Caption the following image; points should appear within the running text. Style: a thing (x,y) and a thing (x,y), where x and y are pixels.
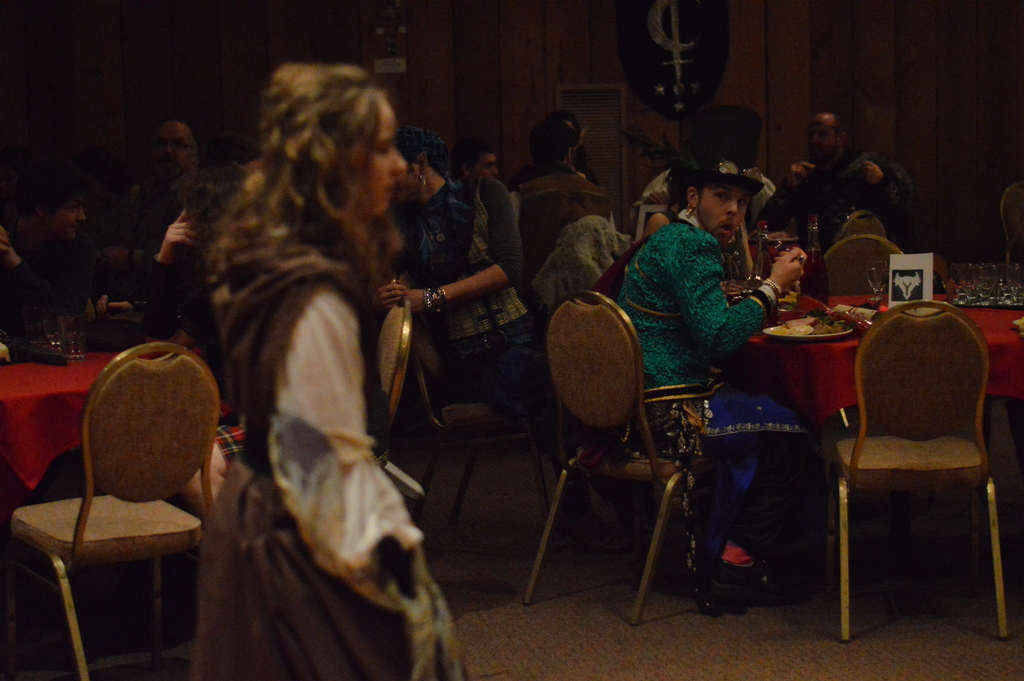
In this picture we can see few persons (37,304) sitting on chairs (929,377) in front of a table (822,375) and on the table (807,377) we can see glasses (986,277), plate of food (805,332). We can see one women (345,284) with brown colour hair (315,107) standing on the floor (825,591).
